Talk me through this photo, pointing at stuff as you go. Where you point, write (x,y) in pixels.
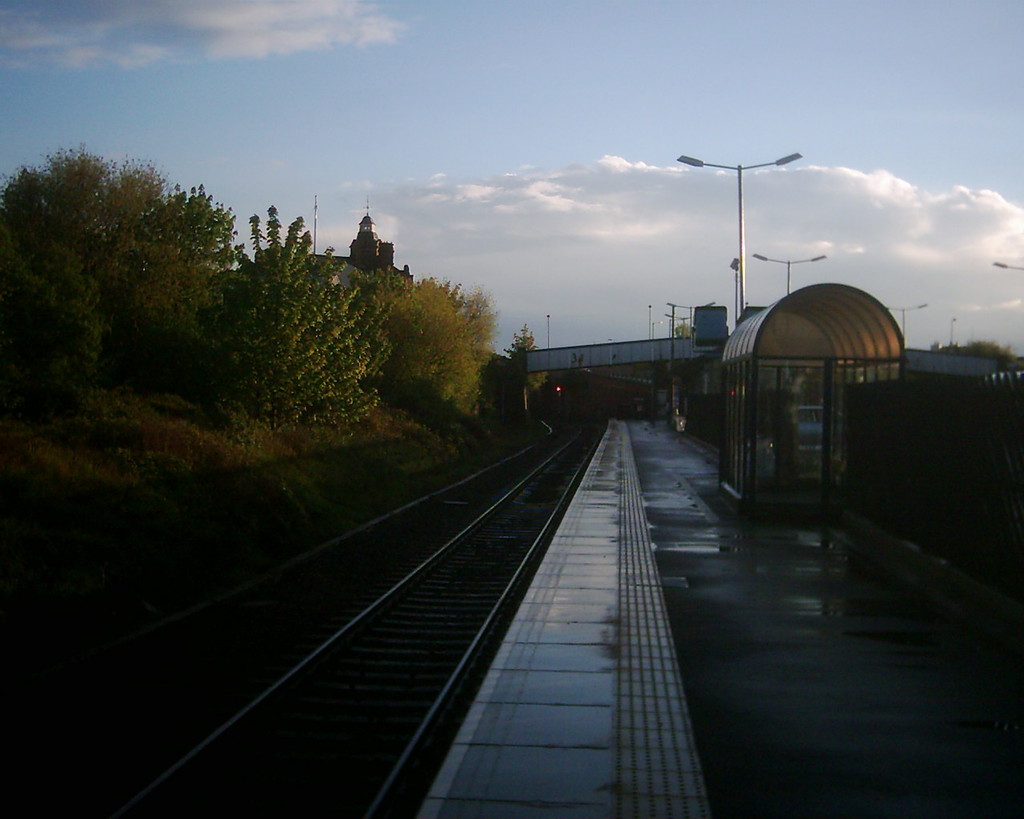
In this image, there are a few plants (335,324), trees (479,345), poles (674,360). We can see the railway tracks (537,496). We can see the ground (851,656) with some objects (775,380). We can also see the bridge (683,349) and the sky (680,7) with clouds (763,282).
